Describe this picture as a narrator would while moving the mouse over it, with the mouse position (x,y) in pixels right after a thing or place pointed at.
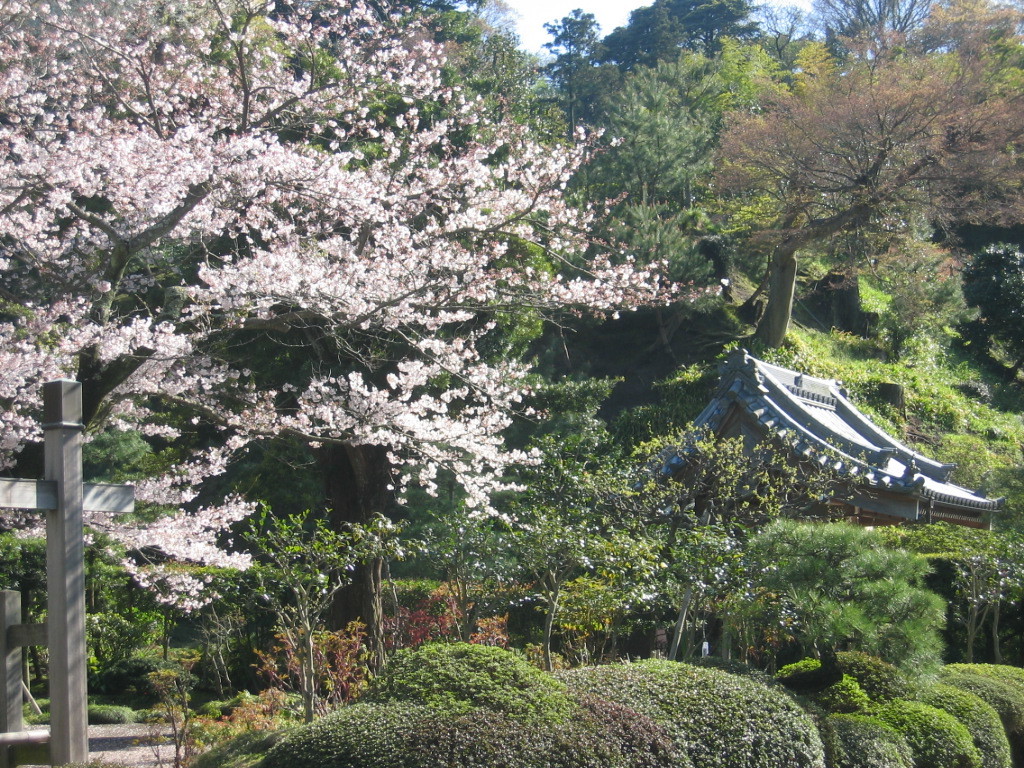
This image is taken outdoors. In this image there are many trees (821,121) and plants (883,380) with flowers (431,451), green leaves (528,728), stems (344,610) and branches (543,136). On the right side of the image (826,454) there is an architecture (852,441) with walls (766,433) and a roof (812,442). On the left side of the image (73,557) there are a few wooden posts (62,658).
